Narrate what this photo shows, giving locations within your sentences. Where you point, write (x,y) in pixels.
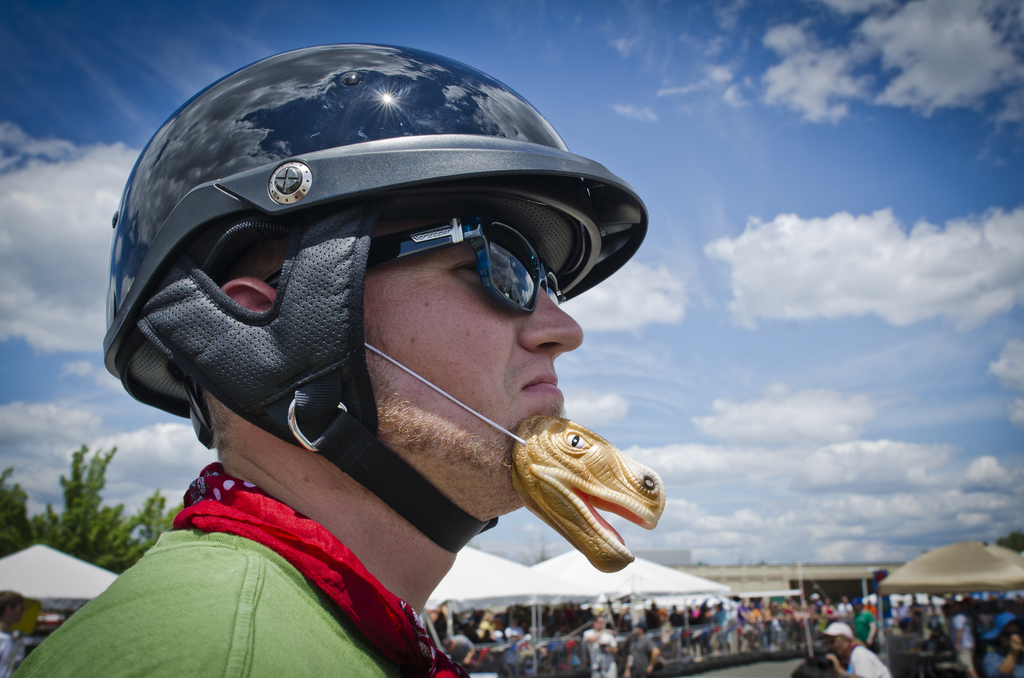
In front of the image there is a person (365,309) wearing a helmet (326,321) and a toy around his face (415,390), behind the person (481,459) there are a few people (648,643) standing in front of the tents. In the tents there are some objects (479,629). Behind the tents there are trees (174,512) and buildings (819,594). At the top of the image (704,180) there are clouds (87,313) in the sky (8,444).
